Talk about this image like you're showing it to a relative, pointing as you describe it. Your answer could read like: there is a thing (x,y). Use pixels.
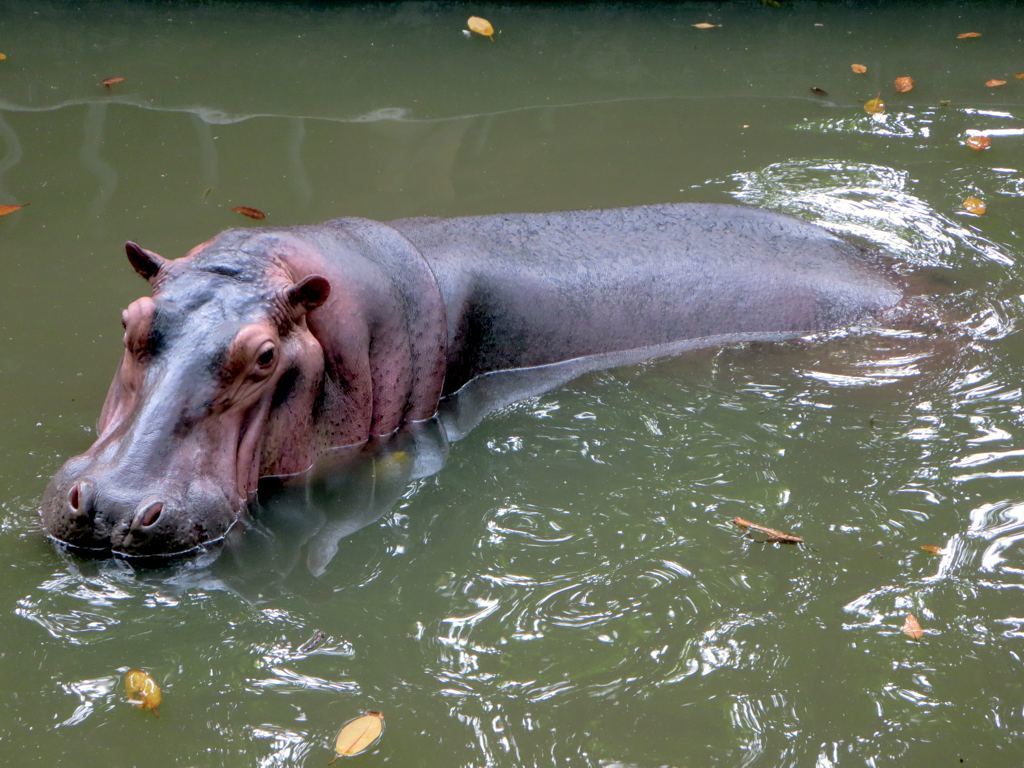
In the picture we can see a hippopotamus (236,304) in the water (597,146) and the water (562,468) is green in color and with some dried leaves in it.
